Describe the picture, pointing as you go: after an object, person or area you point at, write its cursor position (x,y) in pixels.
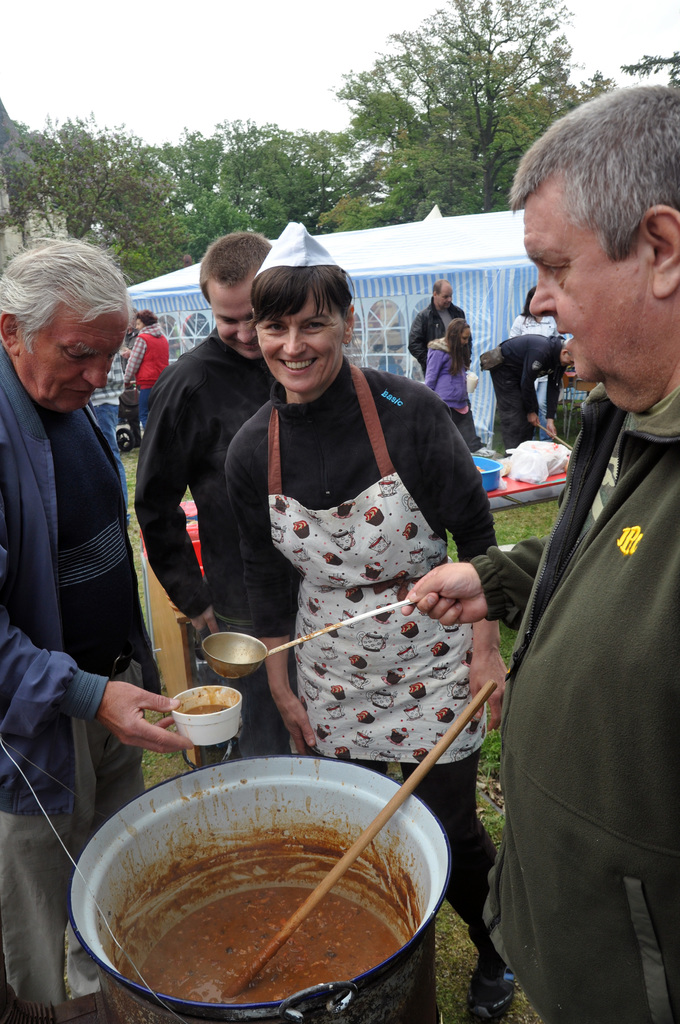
This image consists of few persons (337,560). At the bottom (307,960), there is a vessel (359,999) in which we can see a food item (278,927). In the background (190,280), there is a tent (415,254) along with the trees (193,172). At the top (169,79), there is sky (160,58). At the bottom (465,995), there is green grass (459,1002).
